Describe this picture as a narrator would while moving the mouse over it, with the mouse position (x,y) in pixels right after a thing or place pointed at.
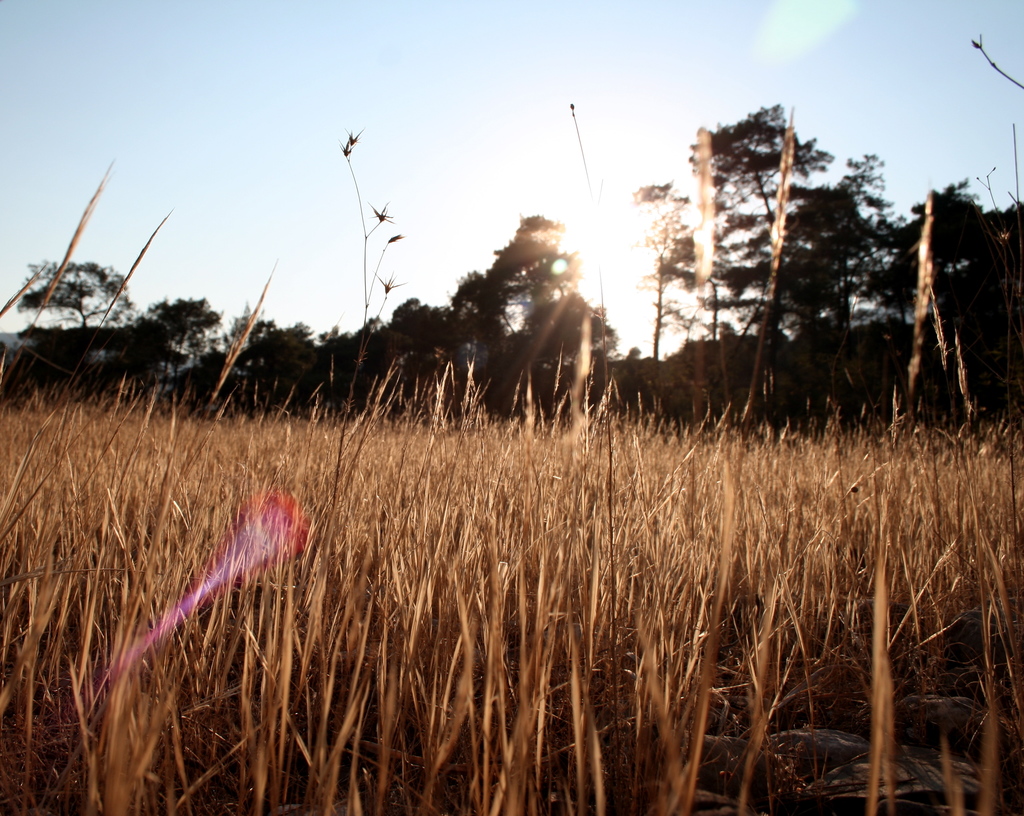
In this image, we can see grass (391,505) and ground (524,679). Background (997,350) there are few trees (1003,364) and sky (464,208).
